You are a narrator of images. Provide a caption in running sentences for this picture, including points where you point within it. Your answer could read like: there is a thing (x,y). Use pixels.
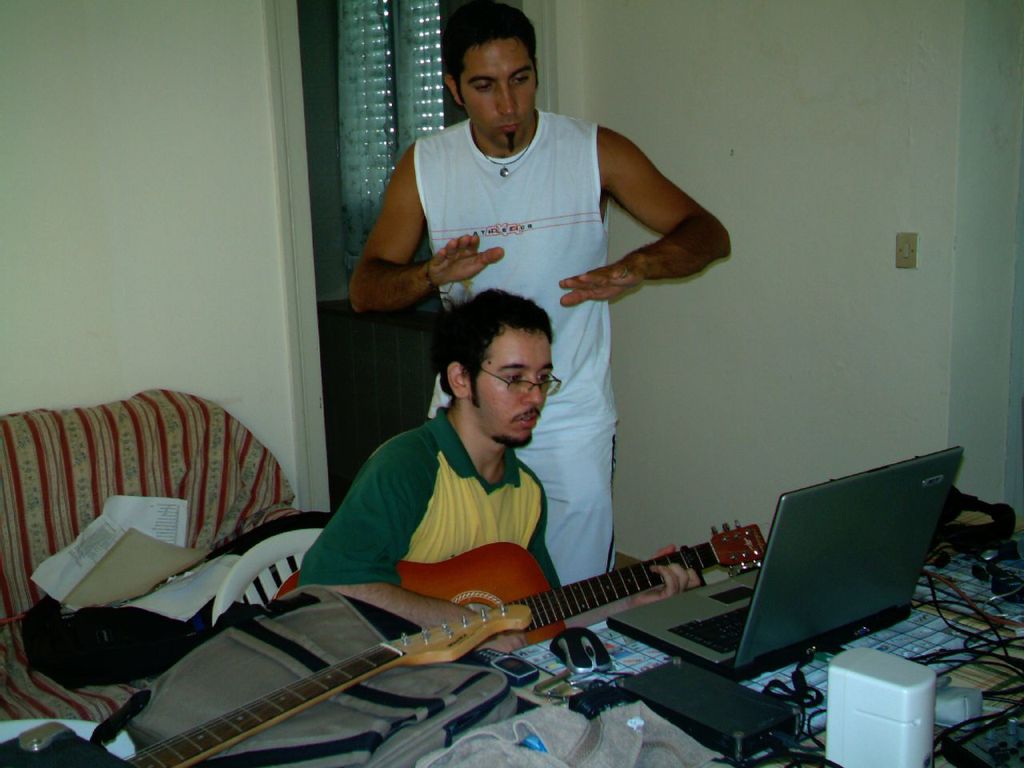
In this image I can see two men (480,309) where one is sitting on a chair (240,590) and holding a guitar (527,558) in his hand (686,589) and another one is standing. On this table (635,641) I can see a laptop (618,624), a mouse (560,634) and one more guitar (463,631).
